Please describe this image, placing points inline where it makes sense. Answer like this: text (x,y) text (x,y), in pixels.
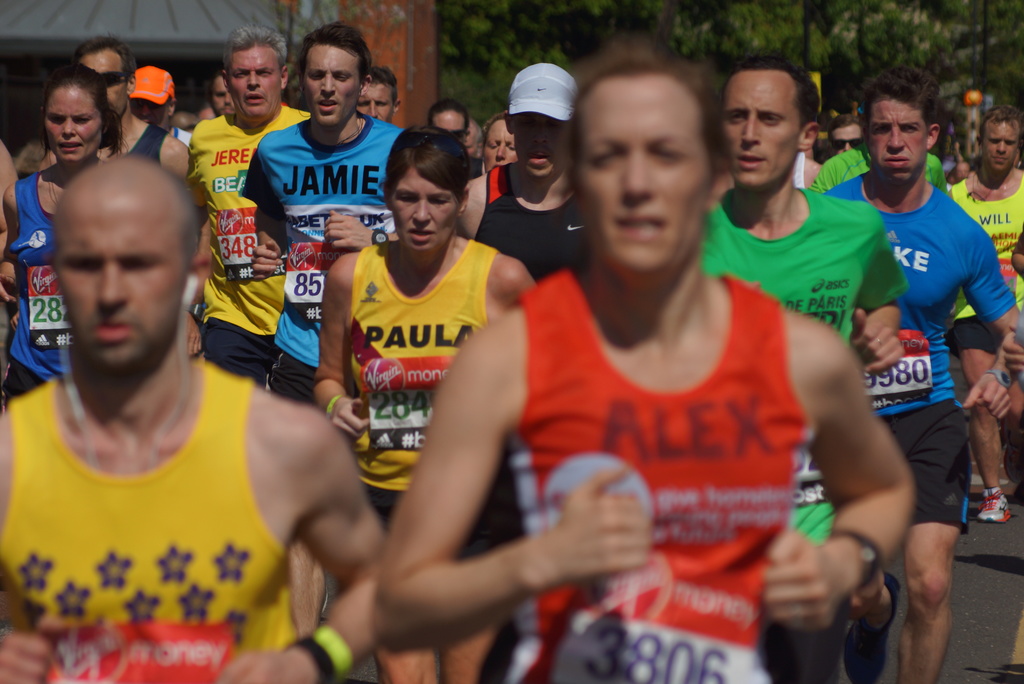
In this image there are people (730,450) running on the road (996,575). Middle of the image (480,242) there is a person (562,100) wearing a cap (533,90). Behind the people (397,135) there are poles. Left side there is a pillar (430,105). Left top there is a house (50,32). Background (965,121) there are trees (910,61).
